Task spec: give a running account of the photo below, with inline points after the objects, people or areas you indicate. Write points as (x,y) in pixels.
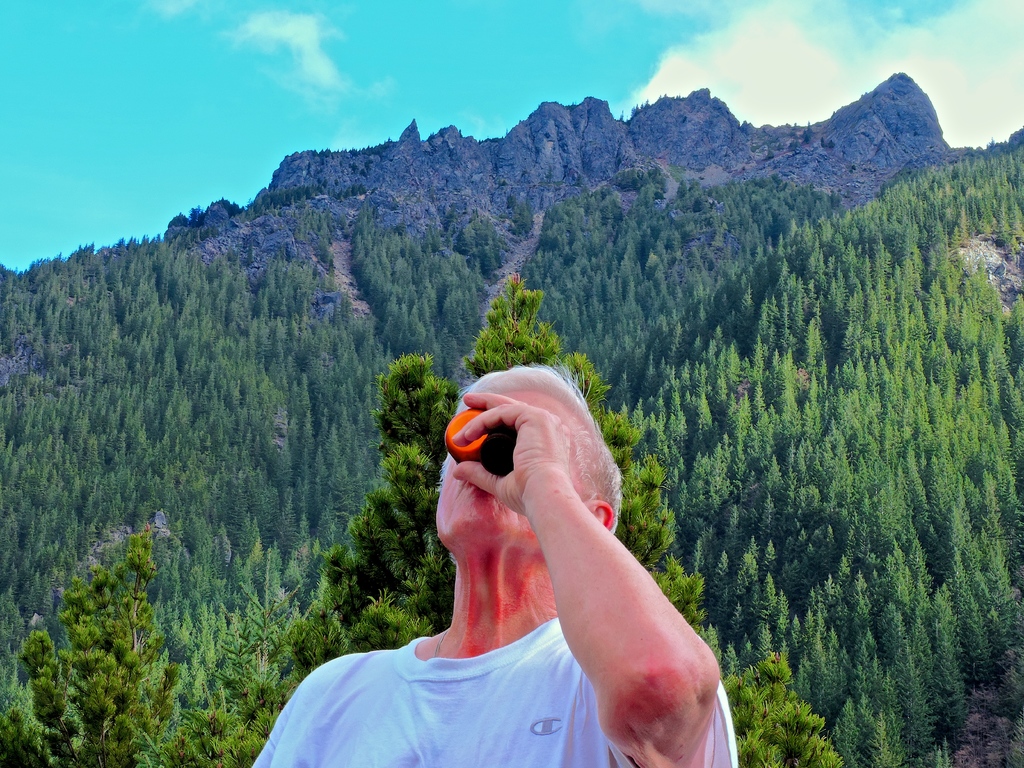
In this image in the foreground (501,687) there is a man (480,697) wearing white t-shirt (482,693). He is holding something. In the background (523,341) there are trees (604,252), hills (698,177). The sky (239,147) is cloudy.
